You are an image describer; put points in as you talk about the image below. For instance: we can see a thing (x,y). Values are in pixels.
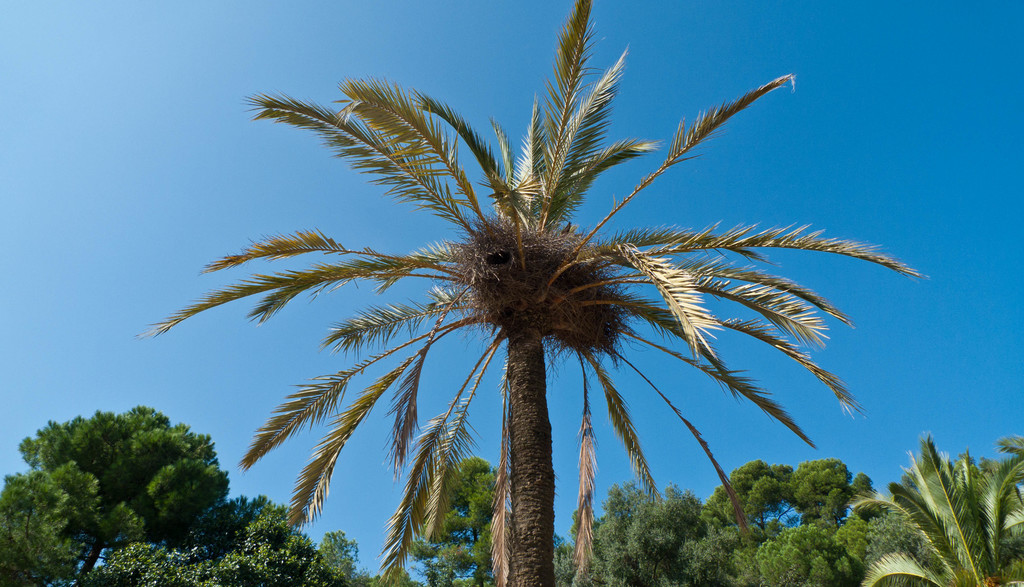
We can trees (559,137) and sky (695,47) in blue color.
